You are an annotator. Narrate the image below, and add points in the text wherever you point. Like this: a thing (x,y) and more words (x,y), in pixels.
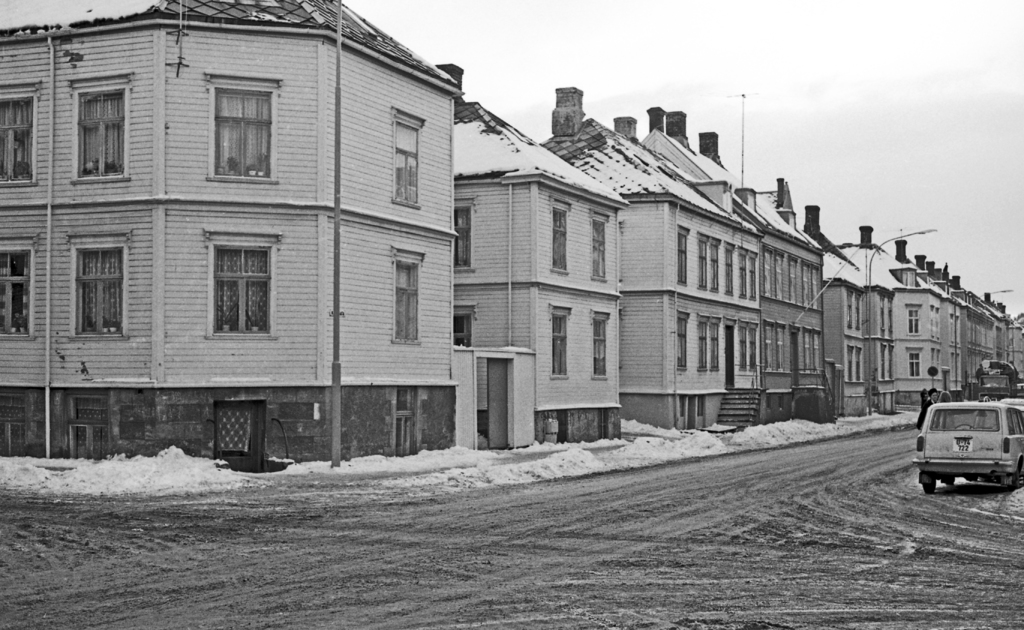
In this image I can see few vehicles (934,442), light poles (335,254), buildings (539,303) and the image is in black and white.
